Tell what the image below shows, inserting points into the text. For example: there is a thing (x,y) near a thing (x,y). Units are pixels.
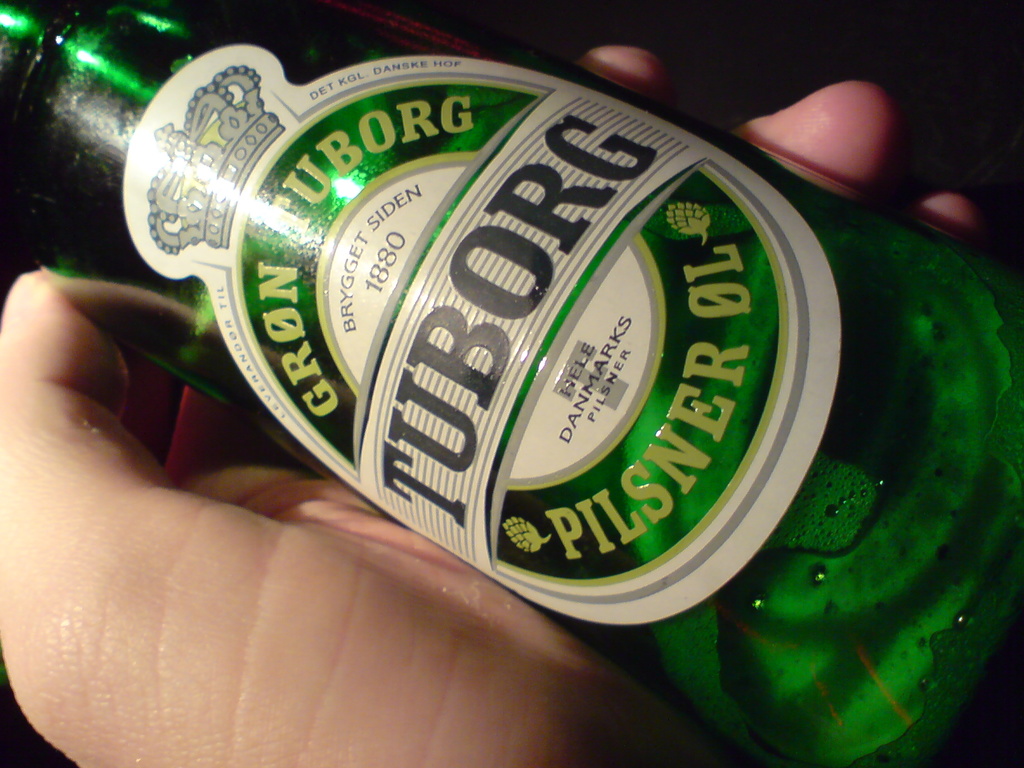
In this image in the center (587,355) there is one bottle (498,313) beside that bottle (411,485) there is one persons hand (219,572).
